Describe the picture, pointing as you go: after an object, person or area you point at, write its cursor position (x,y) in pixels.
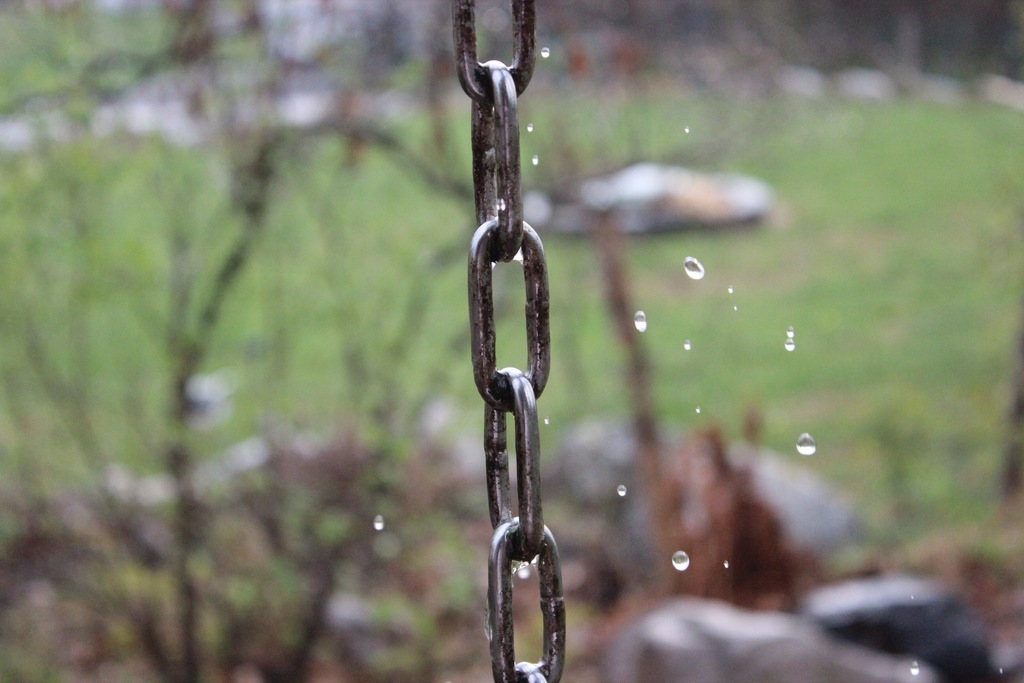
In this image we can see a chain (481,374), water droplets (519,253) and grass (341,269).
